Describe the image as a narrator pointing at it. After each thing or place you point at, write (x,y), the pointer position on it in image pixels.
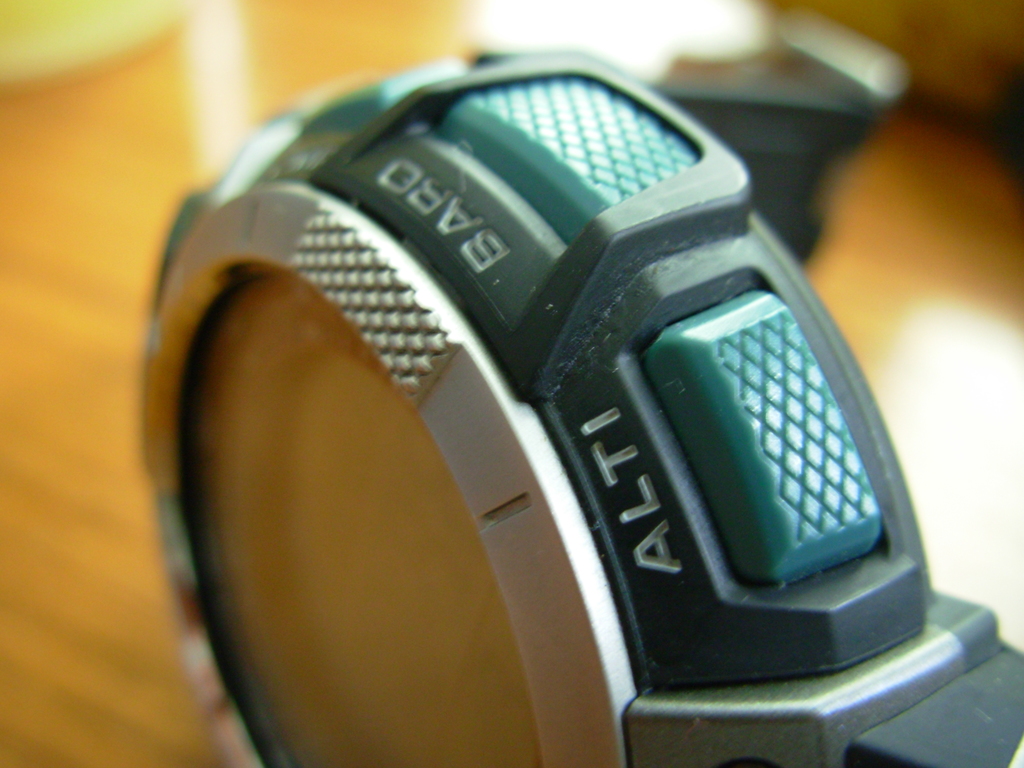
We can see watch (512,144). In the background (23,349) it is blur.
